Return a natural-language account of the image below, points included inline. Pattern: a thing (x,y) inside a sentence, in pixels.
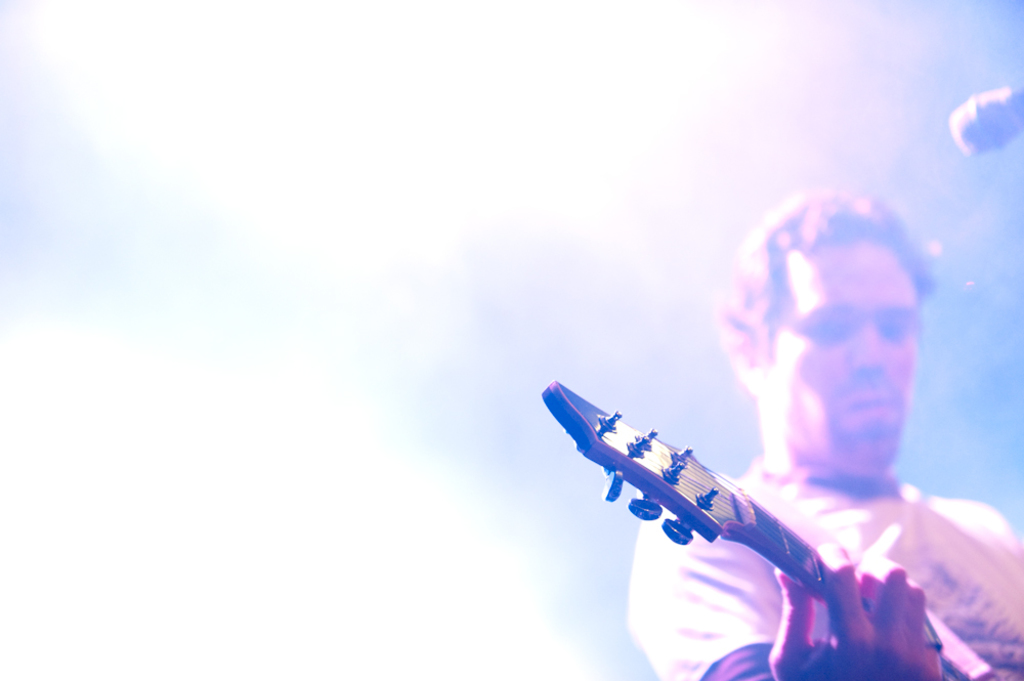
This is a picture of a man (823,519) holding a guitar (756,511) in front of the man (780,368) there is a microphone (996,124) Background of the man (764,440) is in white color.
